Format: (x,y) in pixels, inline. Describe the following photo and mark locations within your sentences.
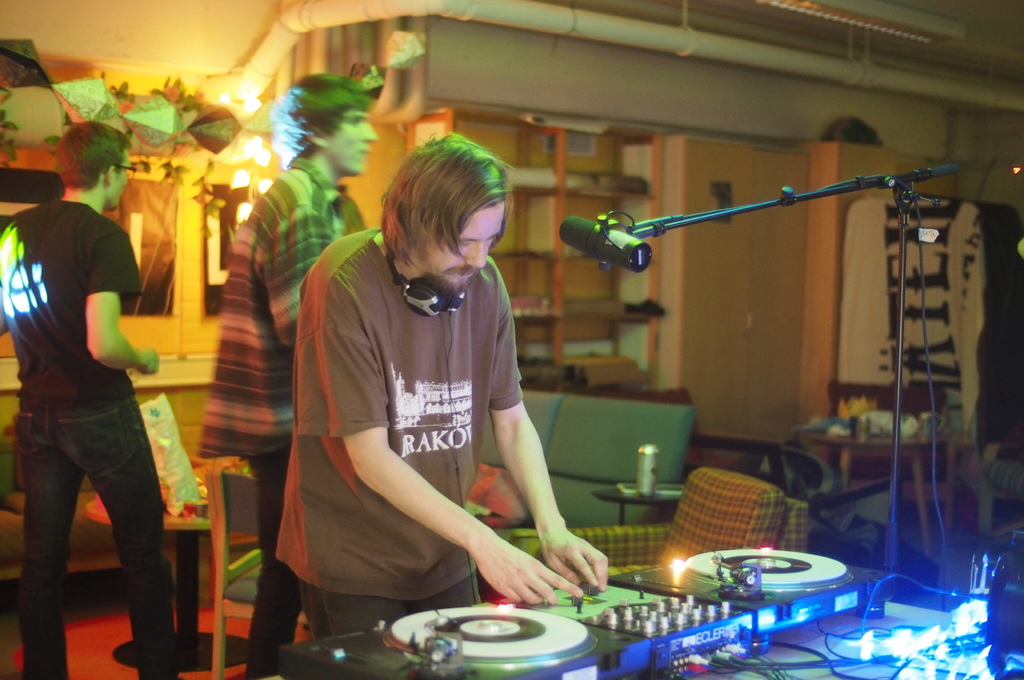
In the center of the image (400,360) we can see a man (375,470) standing and playing a dj (395,654), before him there is a mic (608,244) placed on the stand (918,194). In the background (343,132) there are two people (239,421). On the right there are shelves (656,340) and there are lights (242,207). At the top (666,40) there are pipes (405,8) and we can see a table (202,527) and chair (241,567). There is a sofa (597,479).
